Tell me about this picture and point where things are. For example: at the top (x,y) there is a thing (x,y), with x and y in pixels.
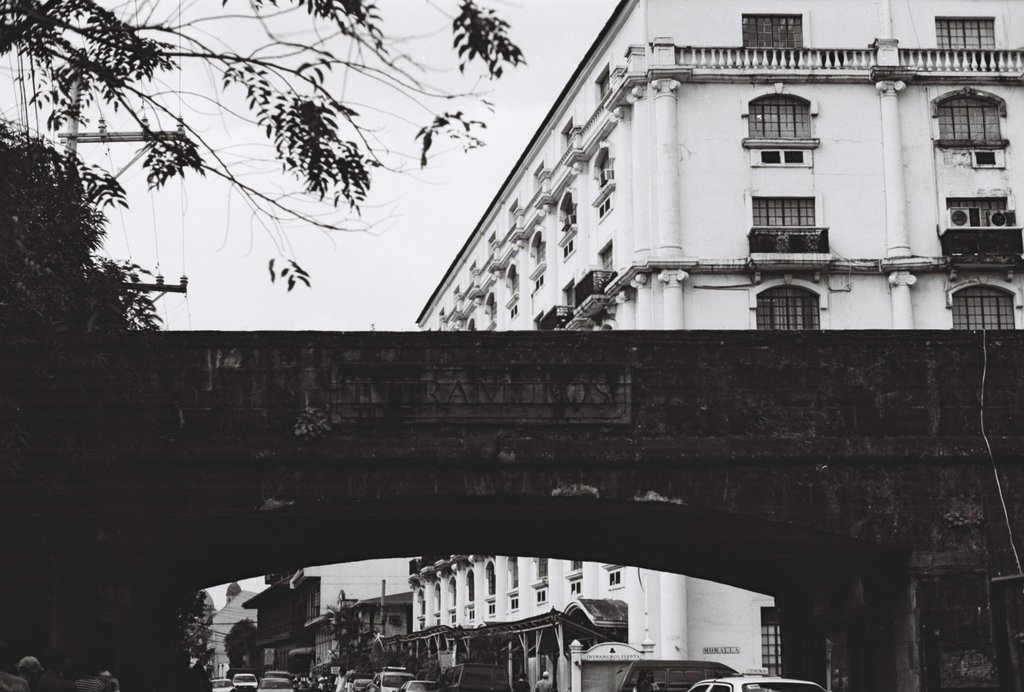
In this image we can see a bridge (682,399). There is a sky (138,233) in the image. There are many buildings (836,155) in the image. There are few electrical poles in the image. There are fewer cables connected to the pole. There are many vehicles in the image. There are few trees (135,117) in the image.
